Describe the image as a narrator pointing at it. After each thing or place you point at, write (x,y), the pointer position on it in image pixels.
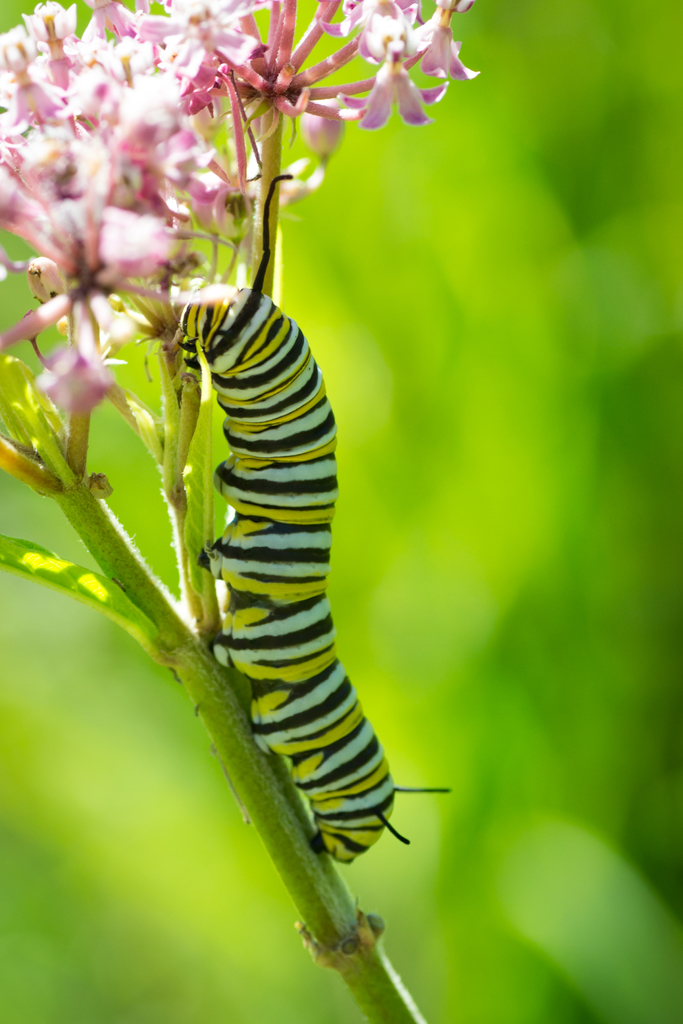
In this picture I can see there is a insect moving on the stem (383,1023) of the plant (291,871) and there are flowers (156,260) and buds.
